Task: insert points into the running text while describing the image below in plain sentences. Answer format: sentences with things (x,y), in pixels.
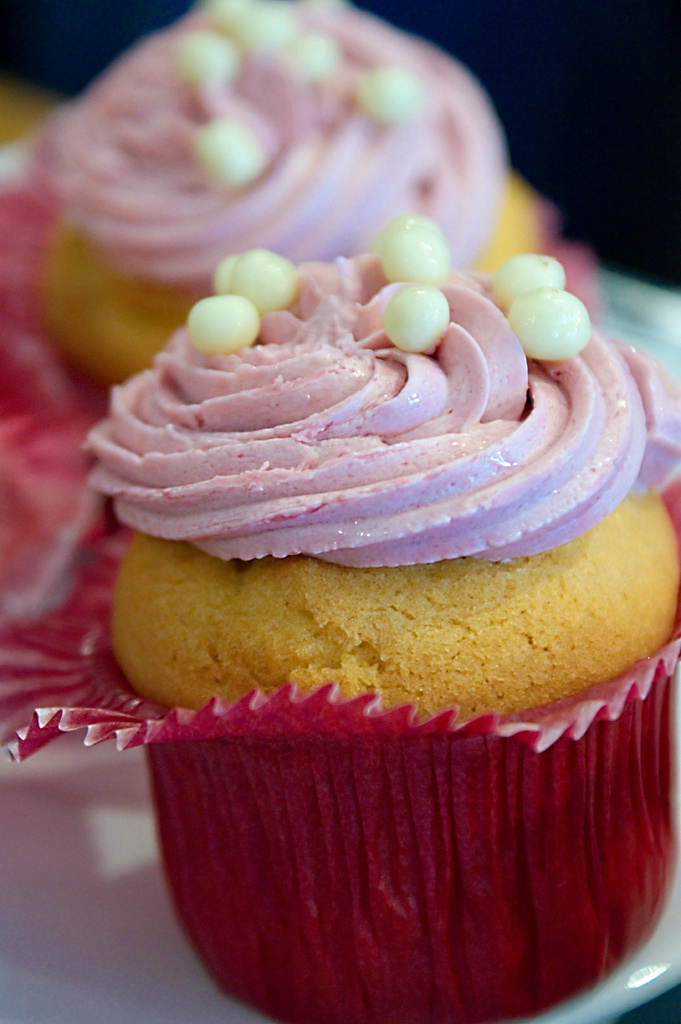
As we can see in the image there is a white color plate (100,889). On plate (54,1009) there are cupcakes (110,485).
